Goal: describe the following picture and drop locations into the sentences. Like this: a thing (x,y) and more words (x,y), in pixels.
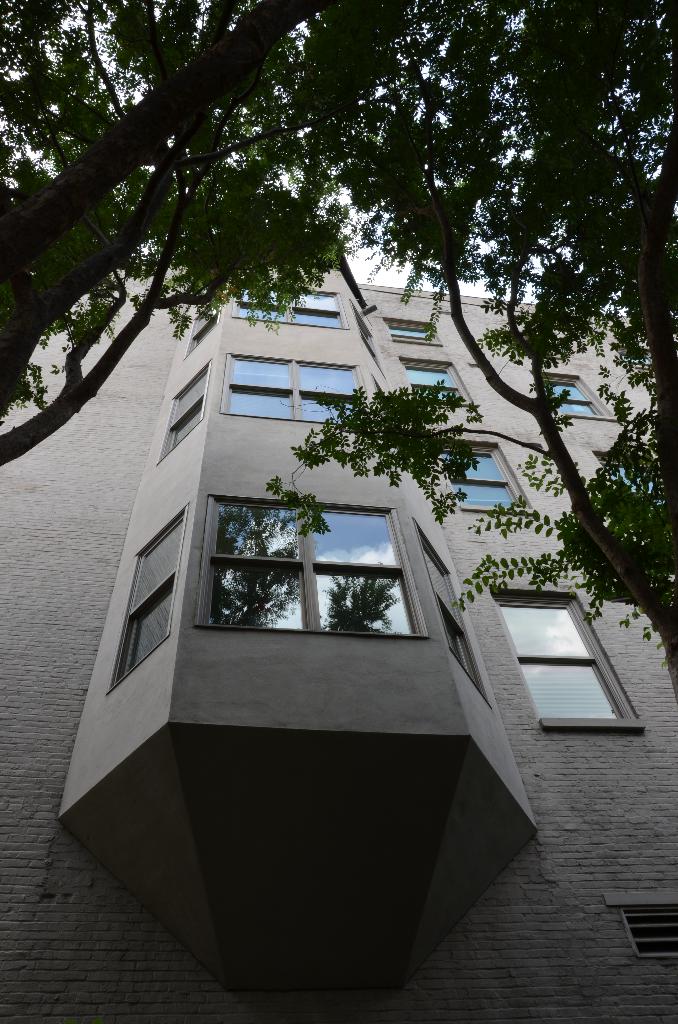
In this picture we can see trees (104,254), building (295,941) with windows (427,556) and in the background (367,249) we can see the sky (359,236).
